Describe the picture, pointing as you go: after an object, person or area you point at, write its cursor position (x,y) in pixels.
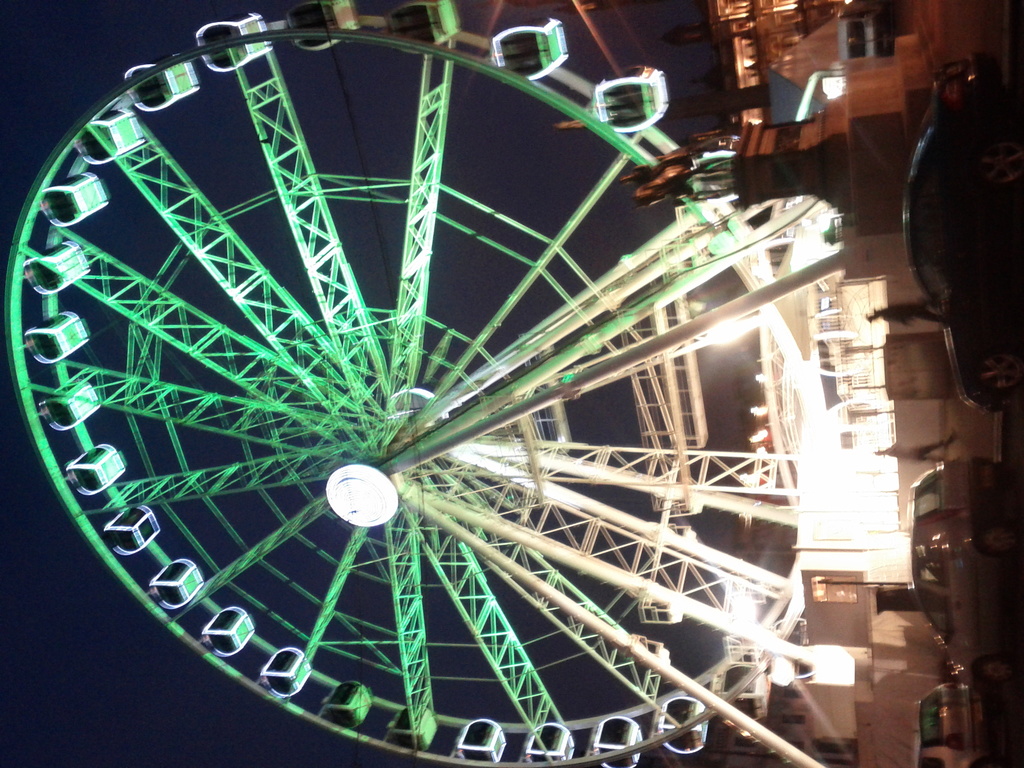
This image consists of a giant wheel (202,583). At the bottom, we can see vehicles (920,255) which are parked on the road (913,90). And there is a statue (694,149). At the top (19,28), there is sky (51,69). And we can see many lights (662,83) in this image.
